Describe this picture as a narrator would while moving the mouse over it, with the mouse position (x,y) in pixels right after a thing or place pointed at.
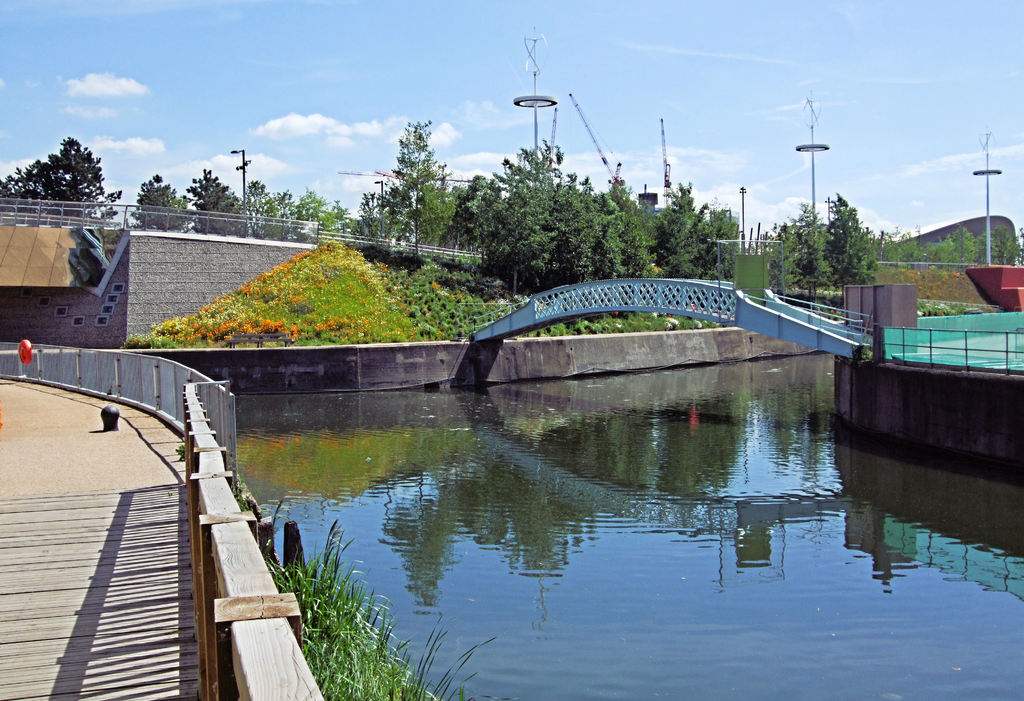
In this image we can see a water body (626,479) under a bridge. We can also see a fence (276,597), plants (346,615), signboard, a group of plants (396,339) with flowers (323,311), a group of trees (551,285), a building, some poles (881,248) and the sky (318,169) which looks cloudy.
